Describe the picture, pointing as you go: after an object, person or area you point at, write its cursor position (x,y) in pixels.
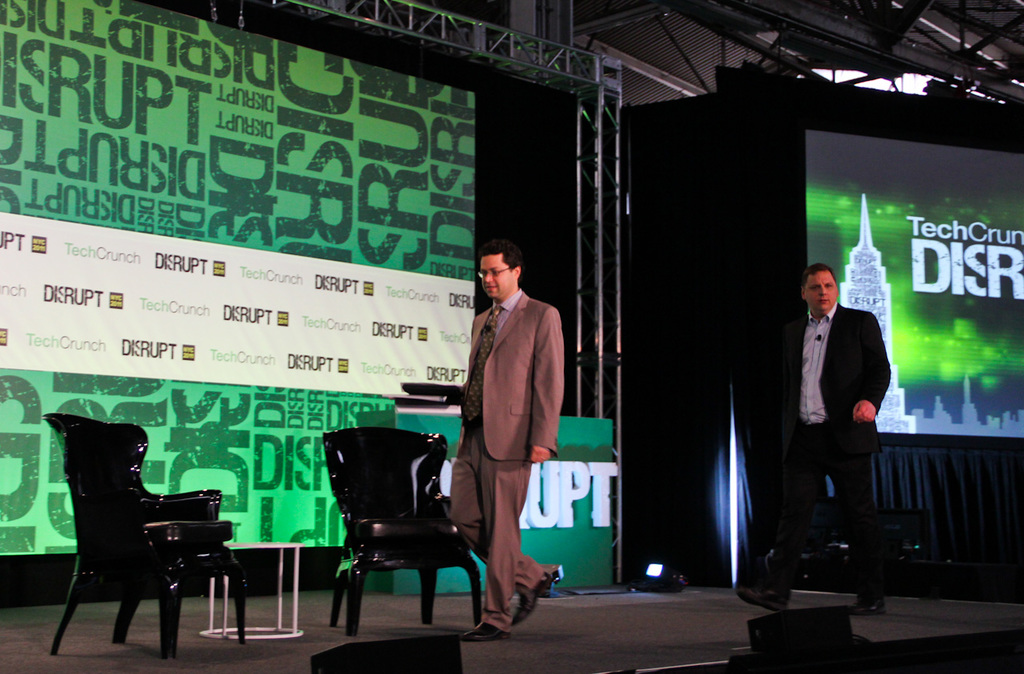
In this picture there is a man (513,396) who is wearing a grey color suit (525,400) and is walking. To the right side (816,353), there is another man (809,386) who is wearing a black suit (795,527) and is also walking. To the left side (154,500), there is a black chair (153,537) and a white table (297,554). There is a screen (933,264) to the right side (915,279).
